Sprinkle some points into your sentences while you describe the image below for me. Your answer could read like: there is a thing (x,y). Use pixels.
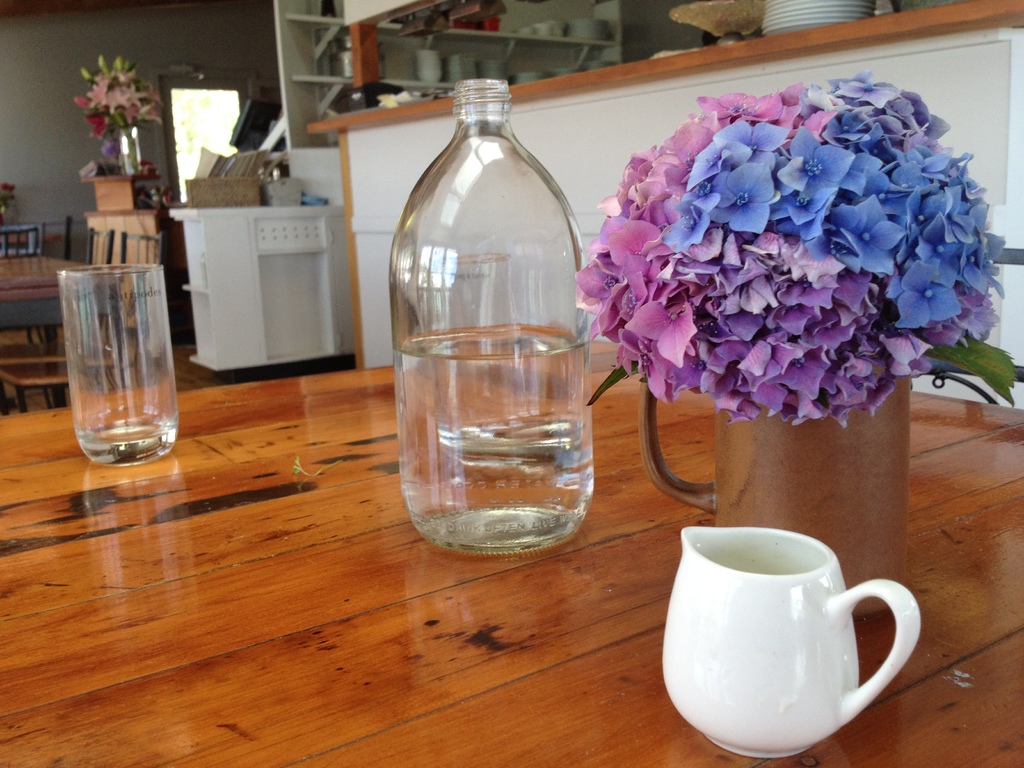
This picture shows a water bottle (589,462) and flowers (658,392) in a jug (776,499) and a cup (781,602) and a glass (106,412) on the table (34,643).
